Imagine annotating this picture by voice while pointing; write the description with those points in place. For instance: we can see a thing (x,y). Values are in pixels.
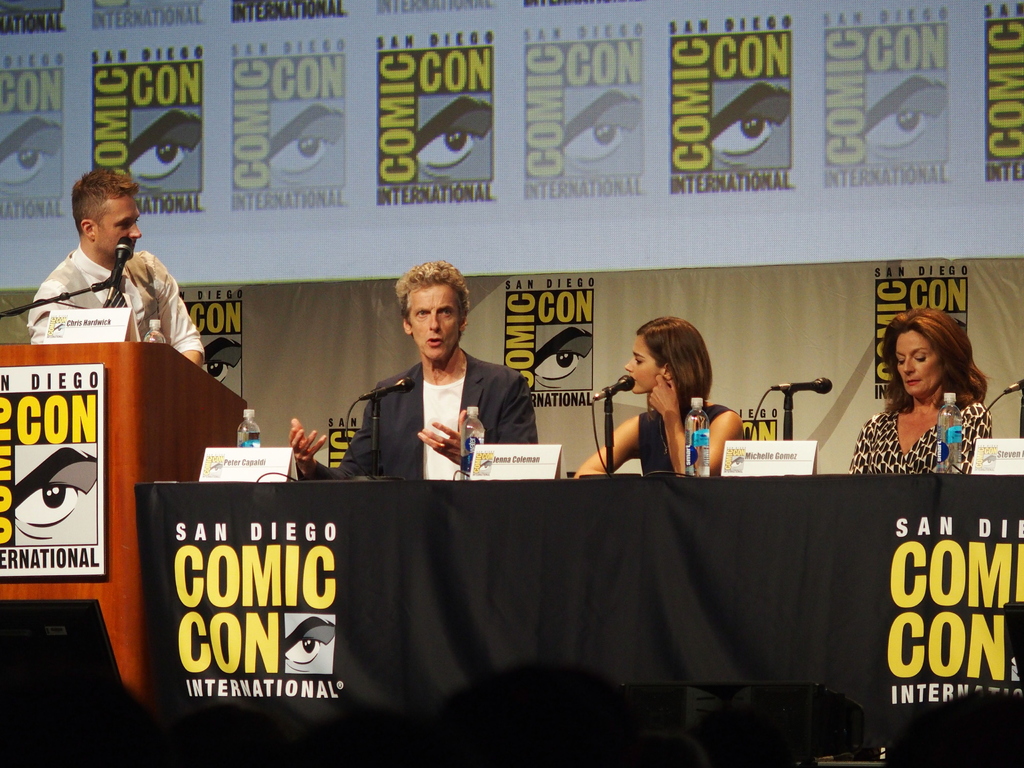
In this image we can see three people (862,457) sitting. At the bottom (197,589) there is a table (787,579) and we can see boards (258,452), bottles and mics (790,386) placed on the table (748,488). On the left (87,247) there is a man (86,219) standing, before him there is a podium (133,449) and we can see a mic (117,280) placed on the stand (14,313). In the background (172,186) there is a board (629,199).
